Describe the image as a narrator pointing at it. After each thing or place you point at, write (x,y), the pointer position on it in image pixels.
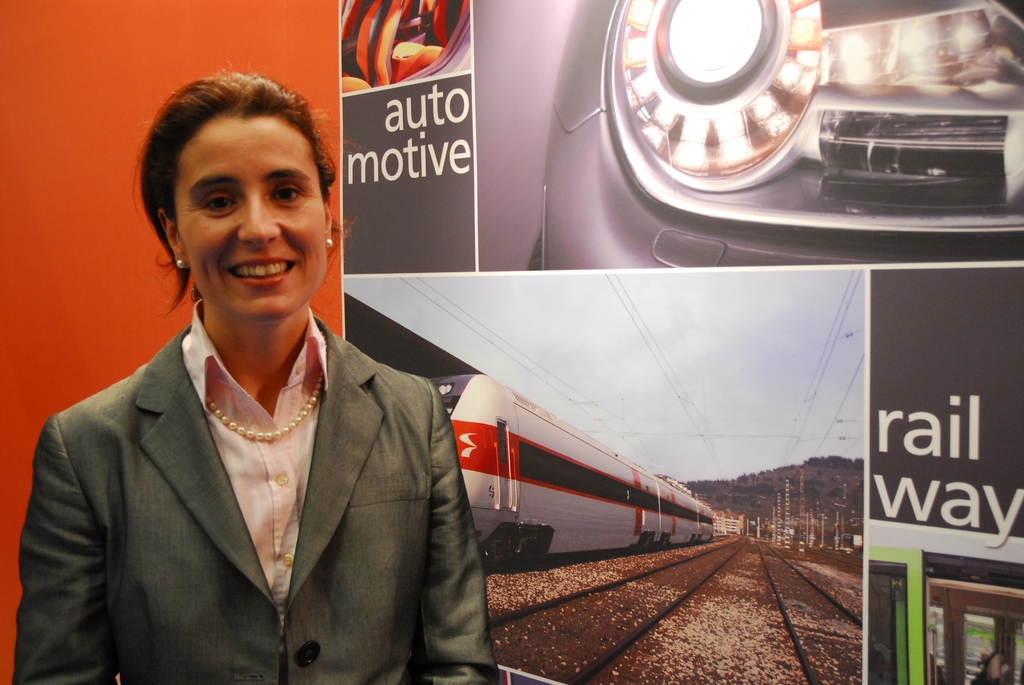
In this image we can see a lady (323,419) standing and smiling. She is wearing a suit (349,525). In the background (556,486) there is a board (573,475).
